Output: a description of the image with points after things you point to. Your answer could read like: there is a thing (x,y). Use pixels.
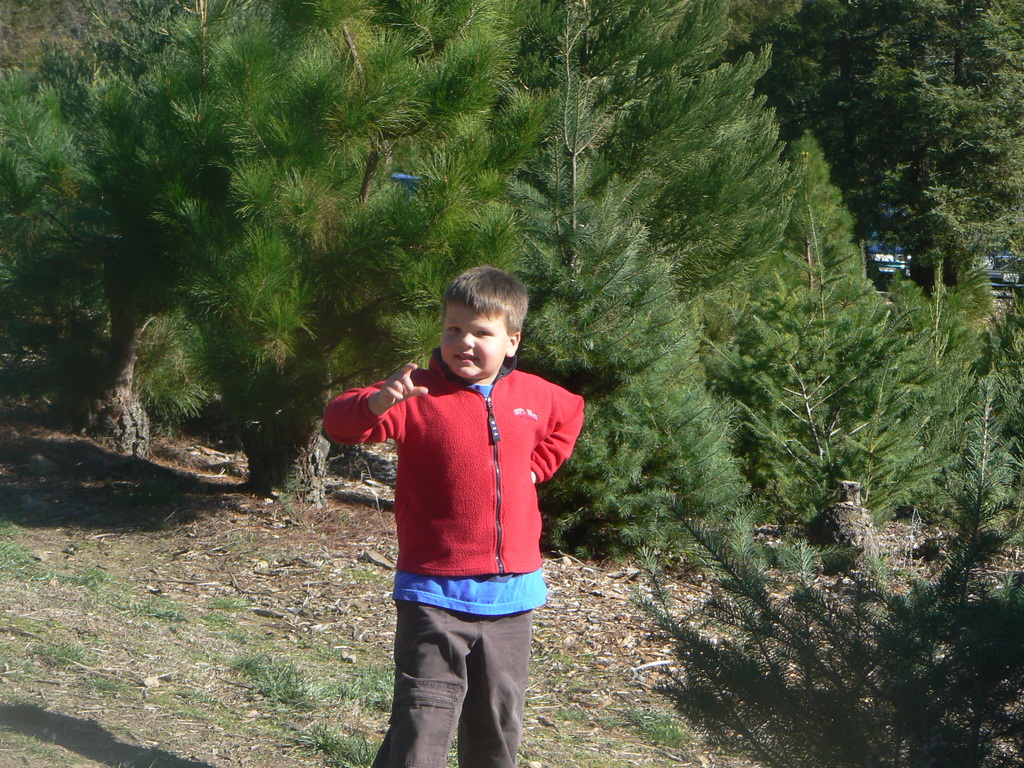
In the foreground of the picture (469,509) we can see plant (802,718), grass (78,682), dry leaves (354,639) and a kid (469,324). In the background (612,310) there are trees (314,273).
